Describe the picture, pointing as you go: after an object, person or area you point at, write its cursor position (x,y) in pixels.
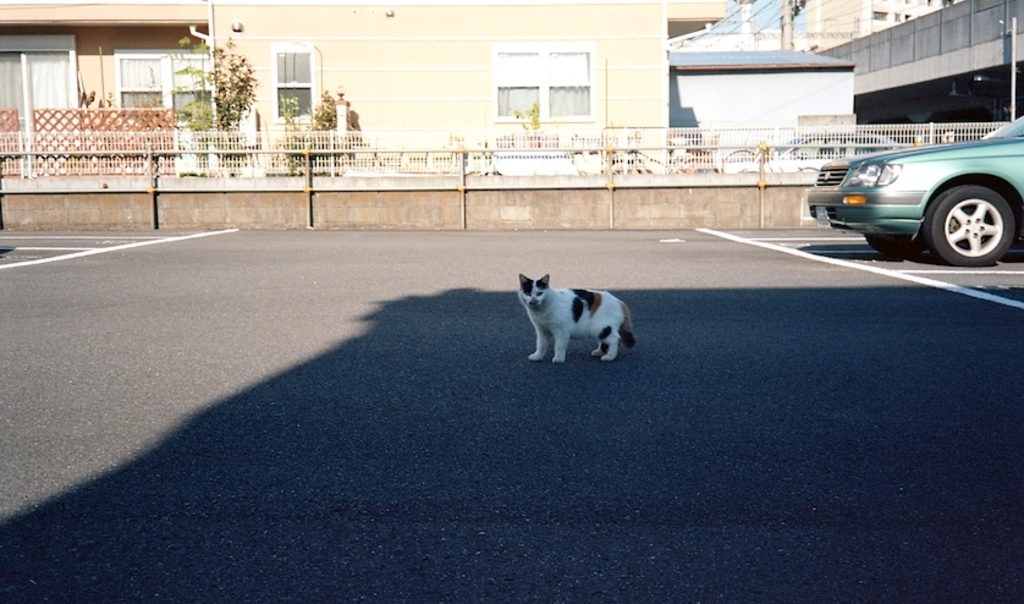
In the middle of the image (544,317) there is a cat (572,290) on the road (605,425). On the right side (938,198) there is a car (887,204). In the background (401,210) there is a railing (250,146) on the wall (360,193). Behind there are few plants (326,122). In the background (707,54) there are many buildings (516,42).
